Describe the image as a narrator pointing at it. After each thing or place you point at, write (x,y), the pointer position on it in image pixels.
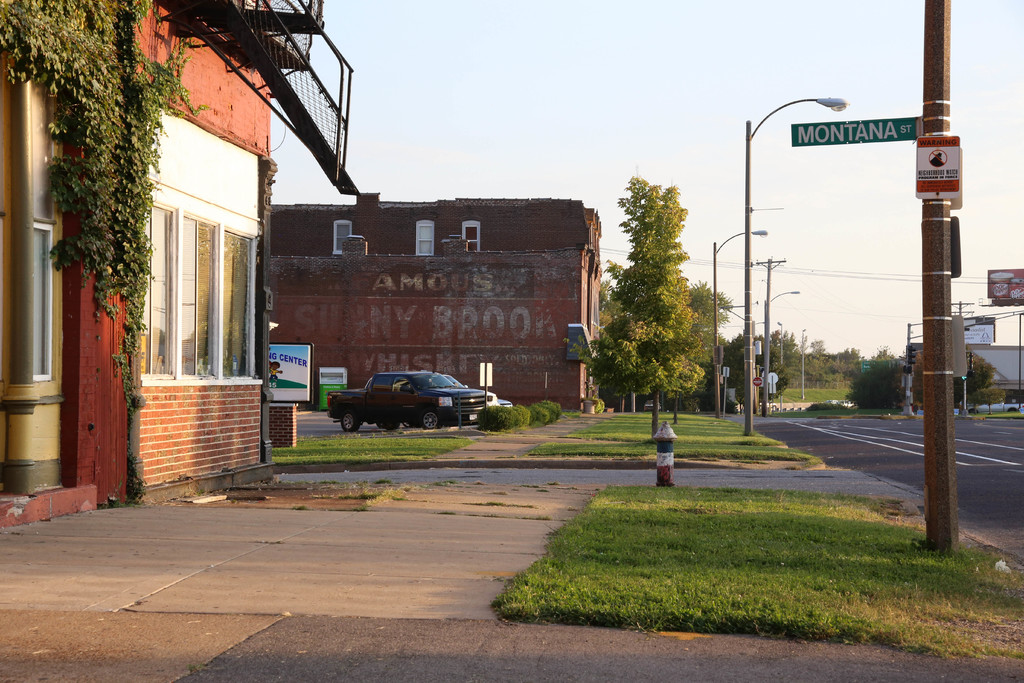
This image is taken outdoors. At the bottom of the image (255,597) there is a floor (628,652) and there is a ground (716,530) with grass (758,522) on it. On the left side of the image (262,354) there are two houses (214,307) with walls (418,287), windows (419,249), roofs (324,206) and doors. There is a railing (265,36). There is a creeper (126,265) with green leaves (126,153). There are two boards (302,366) with text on them. Two cars (414,412) are parked on the ground (610,438). In the middle of the image (661,329) there are a few trees (727,346). There are a few poles (714,340) with street lights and there is a sign board (890,131) with a text (888,136) on it. On the right side of the image (874,361) there are a few trees (888,350). There are two boards (996,299) with text (987,336) on them. There are a few poles (931,342) and there is a road (918,481).
